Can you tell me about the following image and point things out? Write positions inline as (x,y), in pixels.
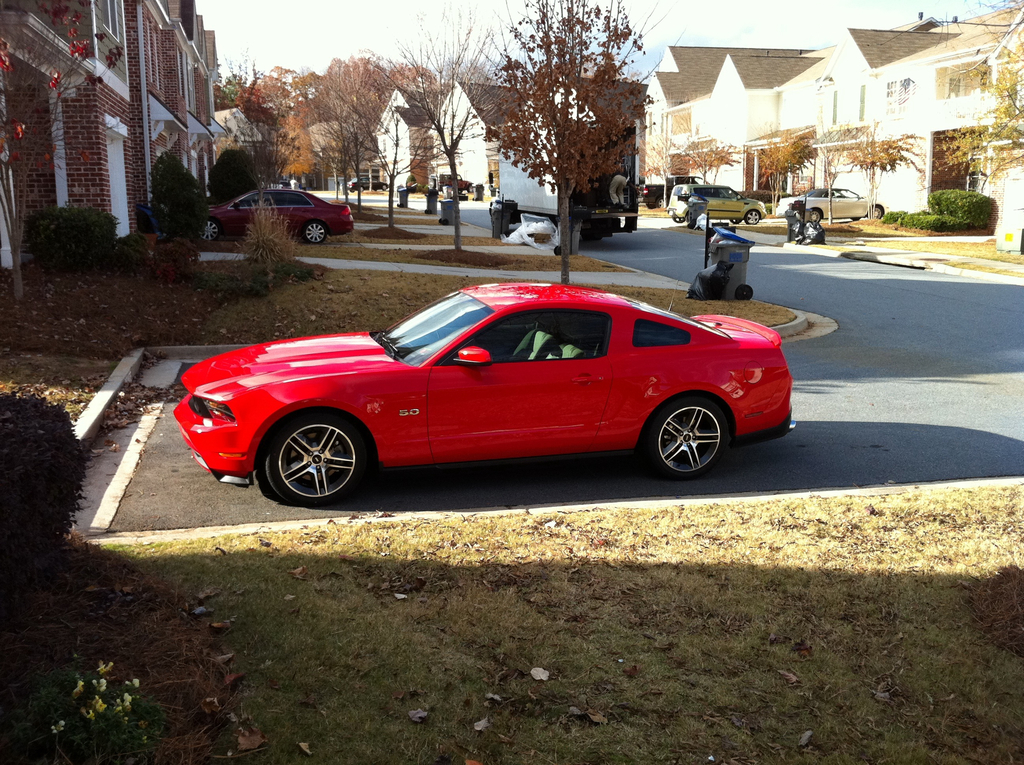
In this image I can see number of cars (491,432), a road (471,208) and number of trees (563,179). I can also see number of buildings (802,99) on the both side of this image. I can also see grass (431,629) in the front (857,703) and in the background (390,273).
